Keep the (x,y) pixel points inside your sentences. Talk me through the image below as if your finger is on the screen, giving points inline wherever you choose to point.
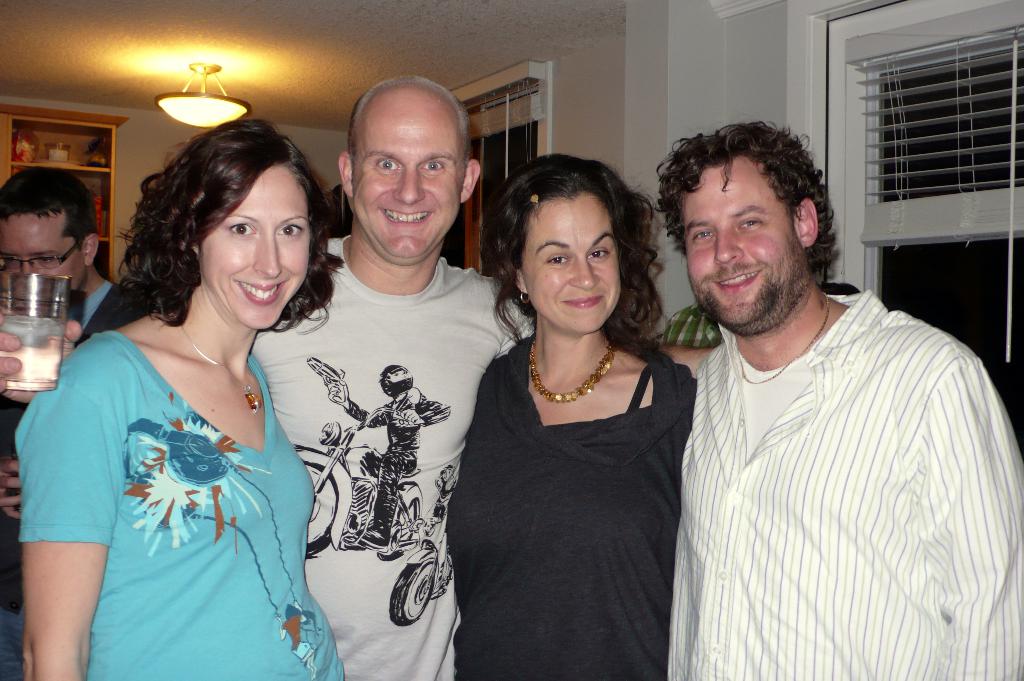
In the center of the image (511,315) we can see some persons (480,399) are standing and smiling. On the left side of the image (100,289) we can see a person (59,269), glass (42,339), rack (56,141) and some objects (55,158). In the background of the image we can see windows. At the top of the image (342,59) we can see roof (325,83) and light (219,115).
